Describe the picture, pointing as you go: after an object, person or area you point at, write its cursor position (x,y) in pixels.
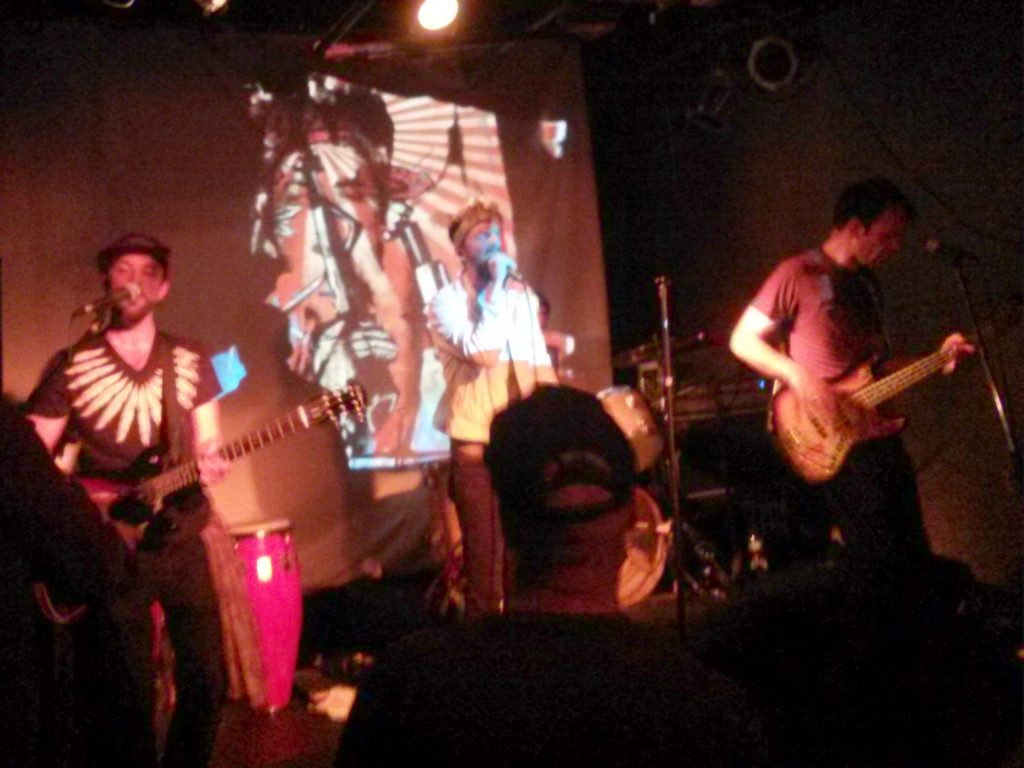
A band (126,332) is performing. Of them two are playing guitar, a man (487,226) is singing and another is playing drums (631,415) in the background (645,465).
